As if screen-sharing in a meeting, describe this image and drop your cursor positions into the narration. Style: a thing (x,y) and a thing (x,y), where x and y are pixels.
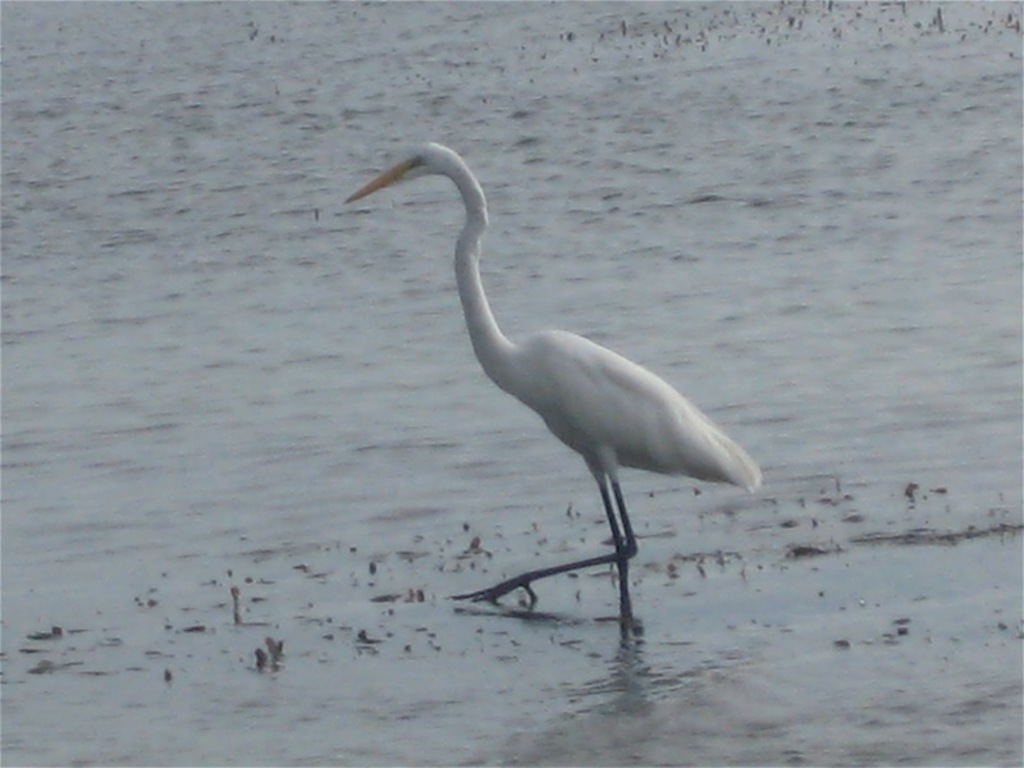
This image is taken outdoors. At the bottom of the image (785,566) there is a pond (557,218) with water (427,474). In the middle of the image (676,451) there is a crane (624,550).
